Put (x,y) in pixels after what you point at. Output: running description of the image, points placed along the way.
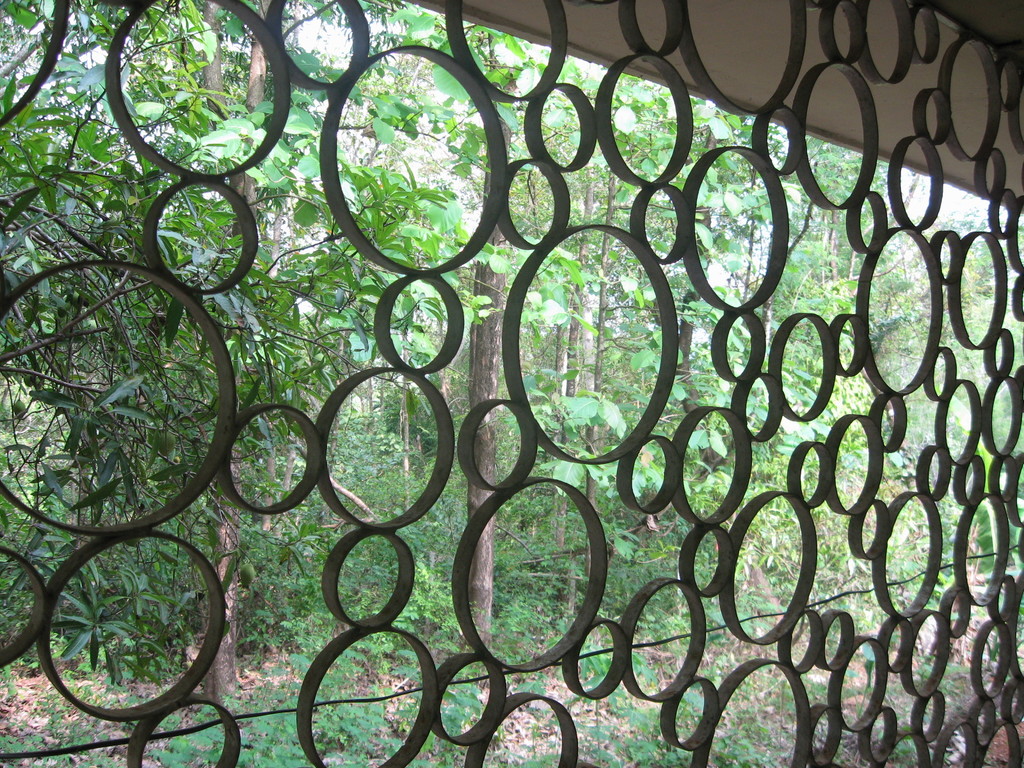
This image consists of a grill (898,623) of a window (689,509). Through which we can see many trees (563,528).
